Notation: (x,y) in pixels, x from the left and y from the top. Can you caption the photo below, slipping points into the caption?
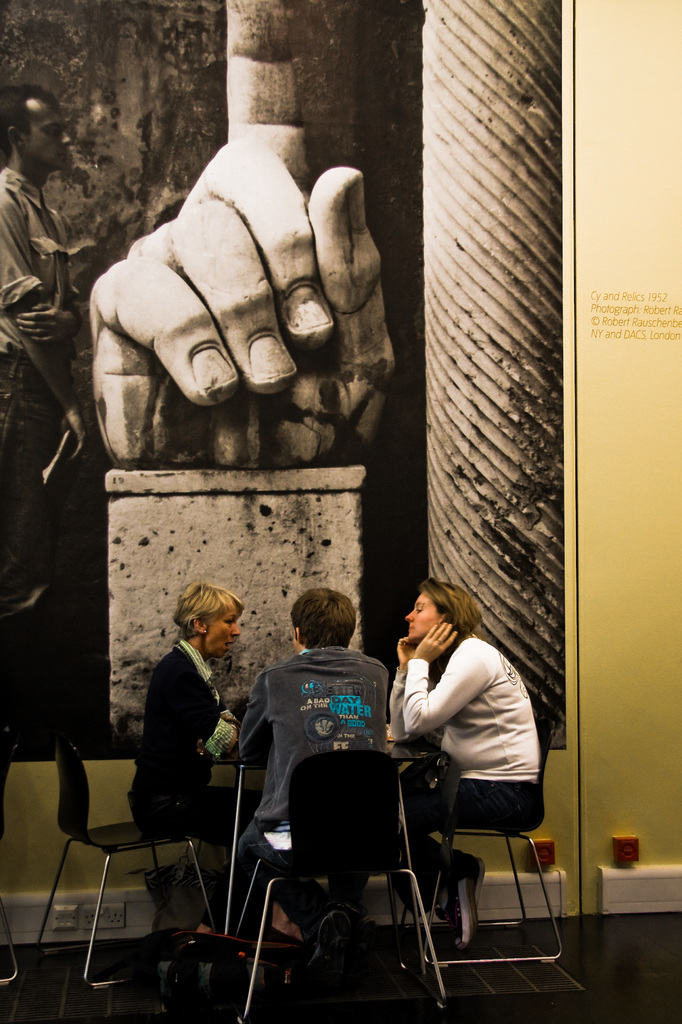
There are three persons (317,725) sitting in a chair (326,778) and there is a table (408,756) in front of them.
